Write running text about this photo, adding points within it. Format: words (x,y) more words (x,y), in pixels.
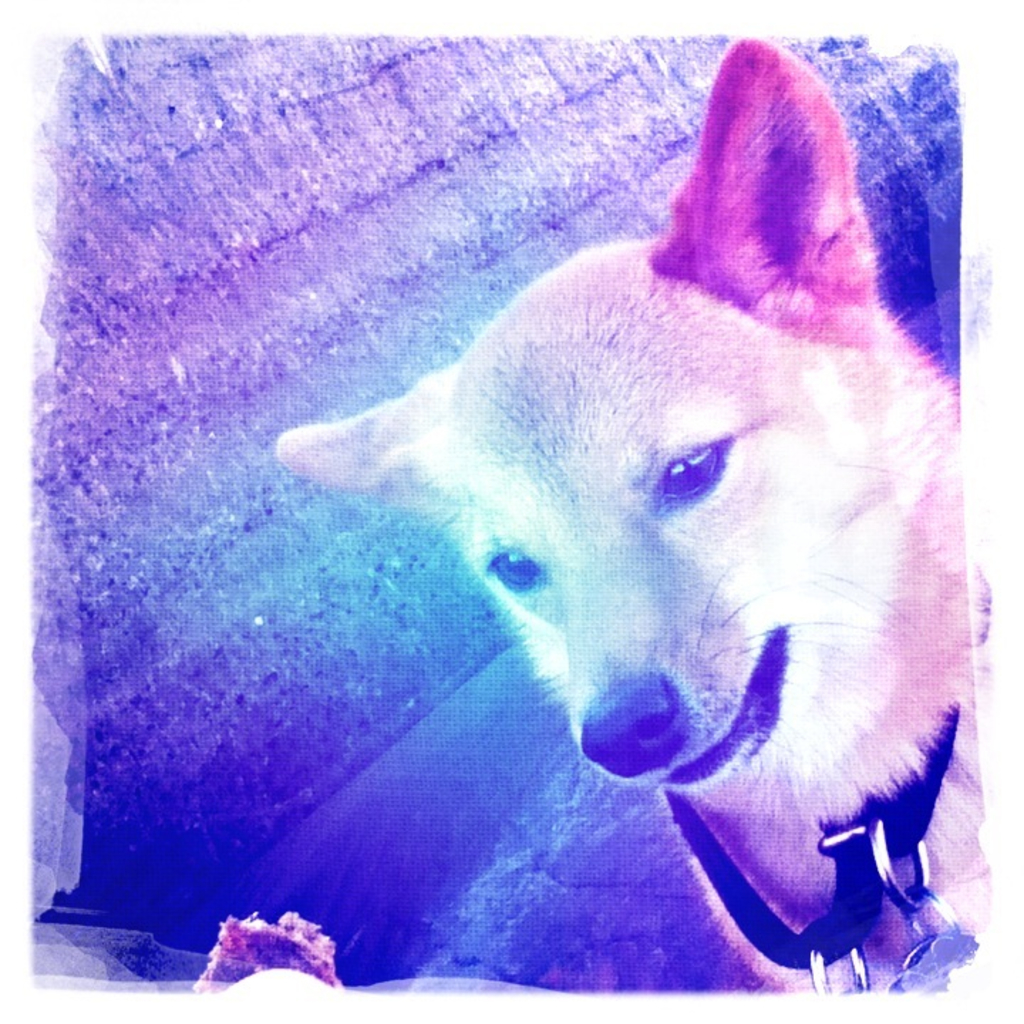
This is an edited image. On the right side of this image (809,600) there is a dog (801,513) with a belt (733,882) around its neck (844,781). The background (167,553) is in multiple colors.
